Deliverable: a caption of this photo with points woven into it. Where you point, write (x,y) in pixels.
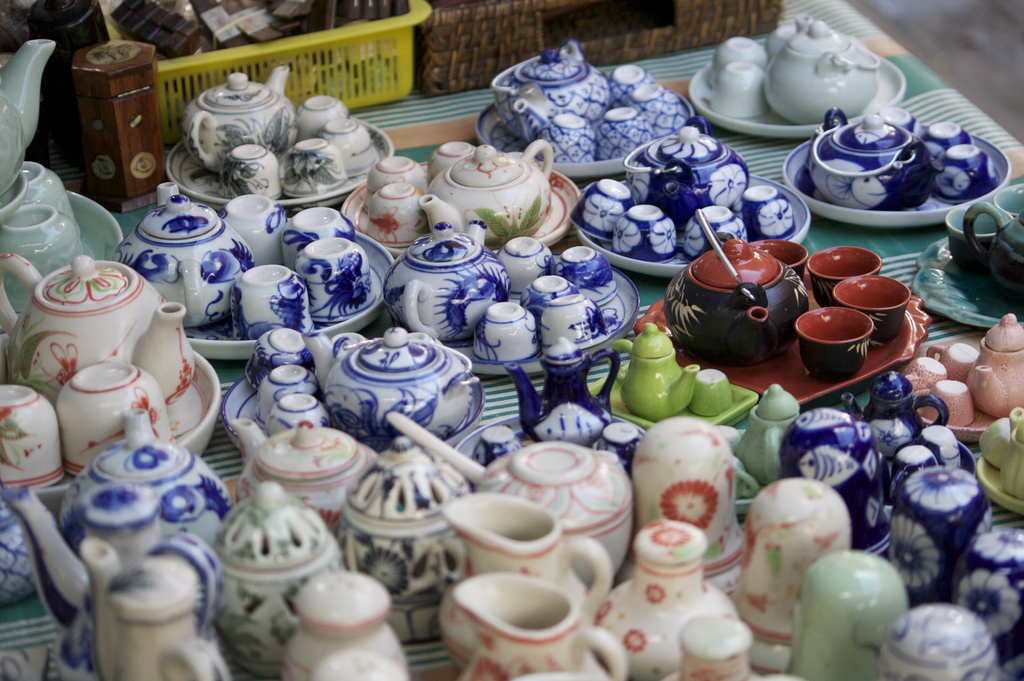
In the image there are many ceramic kettles (79,291), cups (709,401) and saucers (934,275) on a table (747,161), in the back (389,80) there is a tray (382,33) with some vessels (147,28) on it.
